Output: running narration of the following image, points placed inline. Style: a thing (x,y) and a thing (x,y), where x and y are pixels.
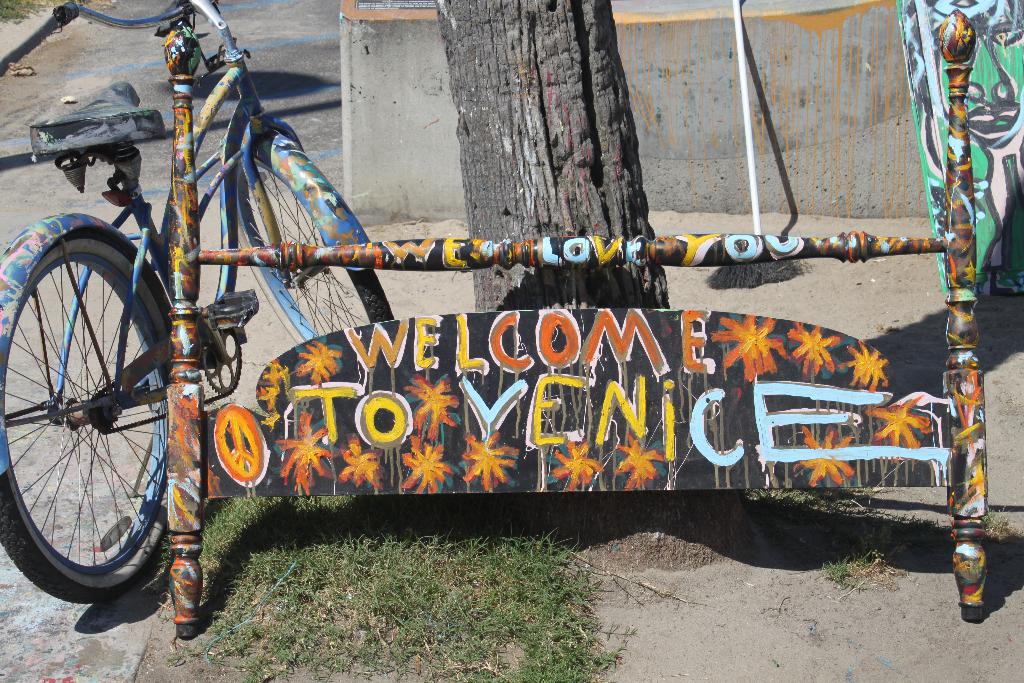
In this picture, we can see some wooden objects (393,339) with some art (542,384) on it, and we can see tree (519,101), grass (407,576) on the ground (497,599), and we can see a bicycle (121,242) on the road (214,280), we can see a pipe (742,78), and the wall (898,177).
